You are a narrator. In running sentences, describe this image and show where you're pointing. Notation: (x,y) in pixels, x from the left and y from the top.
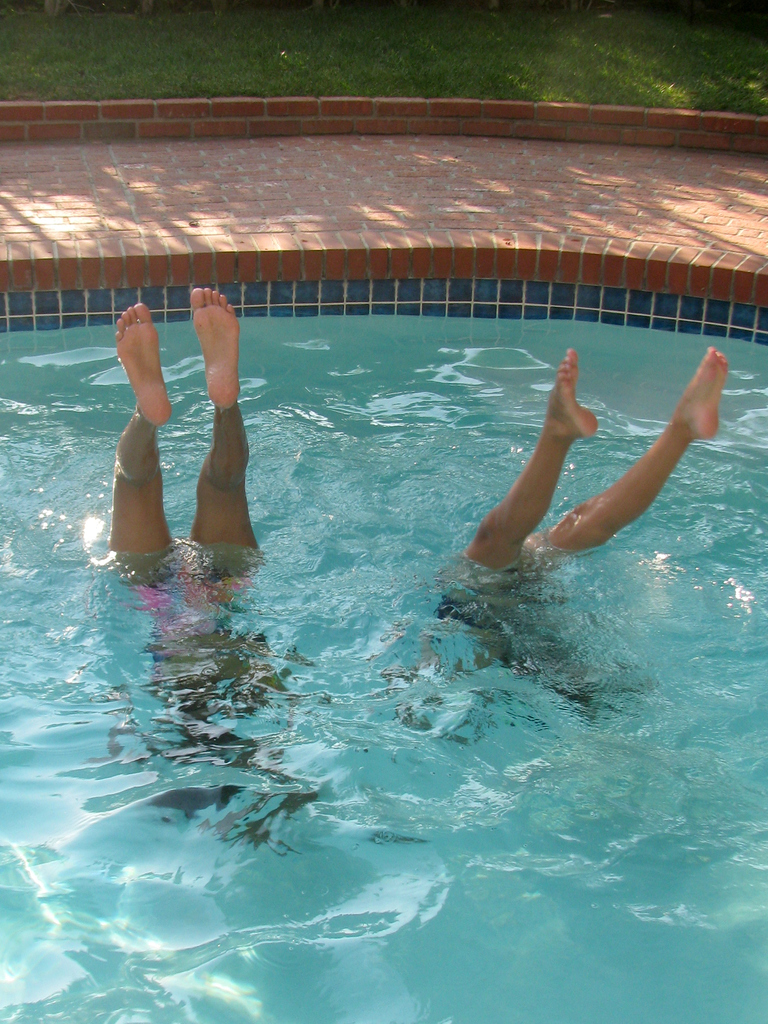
In the image we can see there are people (152,472) swimming in the swimming pool (425,715) and behind there is grass (228,59) on the ground (236,25).
